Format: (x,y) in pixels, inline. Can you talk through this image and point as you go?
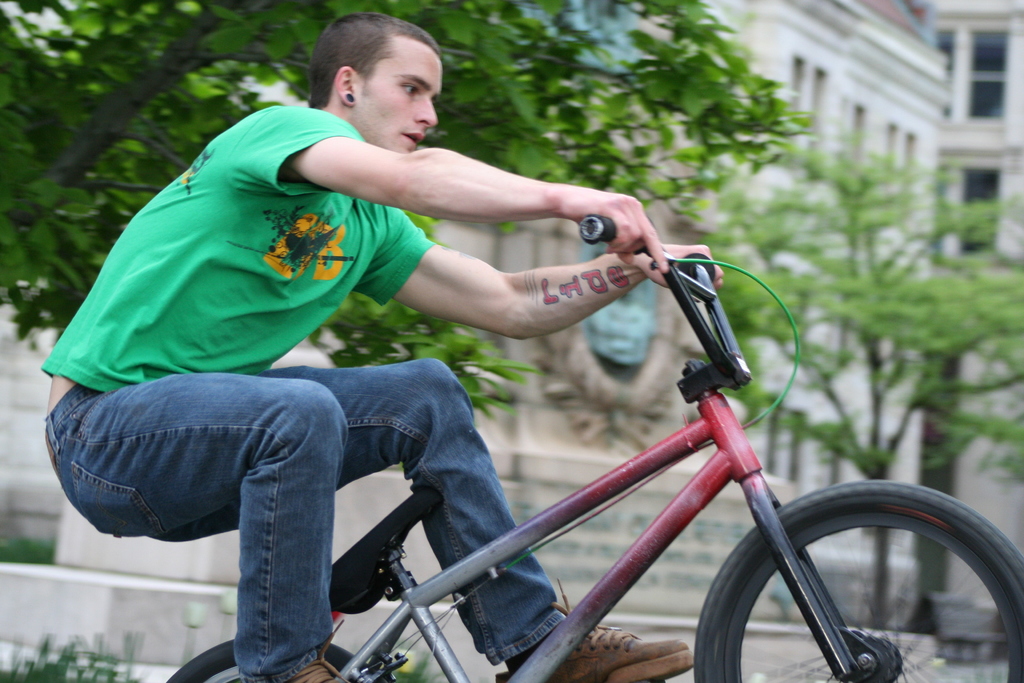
In this image there is a man (353,452) riding bicycle (803,584). There is a tattoo (568,283) on his hand (552,288). Behind him there are trees (727,240). In the background (847,82) there is a building (921,96). There is a sculpture (616,356) on the wall (549,474) of the building (610,388).
